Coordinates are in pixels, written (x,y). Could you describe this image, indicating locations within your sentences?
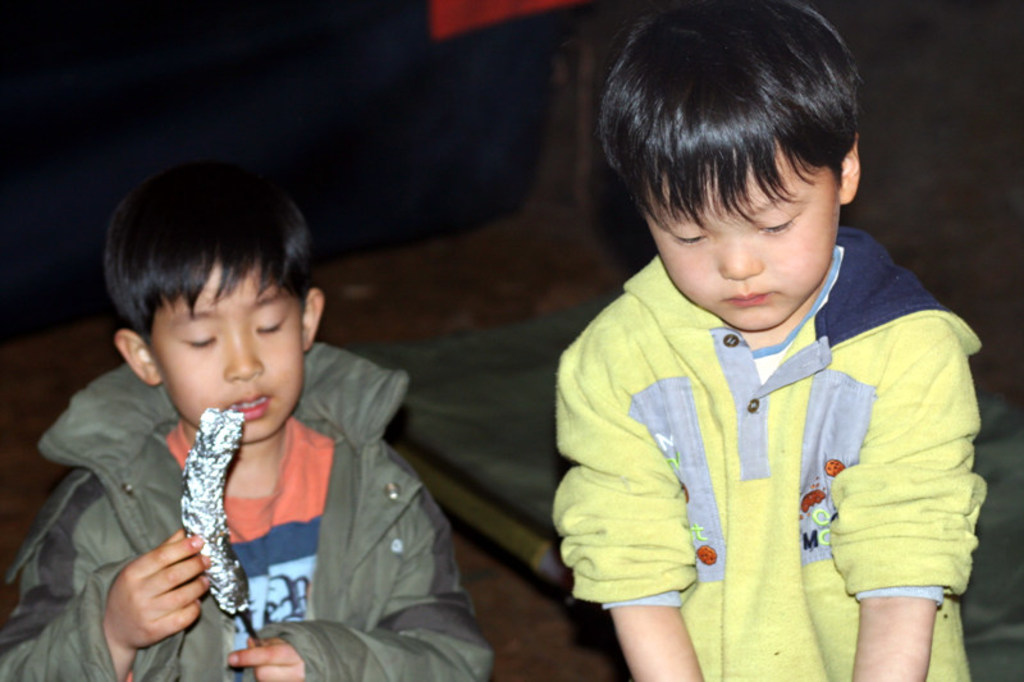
In the foreground of this image (777,402), there are two boys (268,559). Where a boy (267,588) is holding an object (239,577) and the background (523,211) is not clear.
